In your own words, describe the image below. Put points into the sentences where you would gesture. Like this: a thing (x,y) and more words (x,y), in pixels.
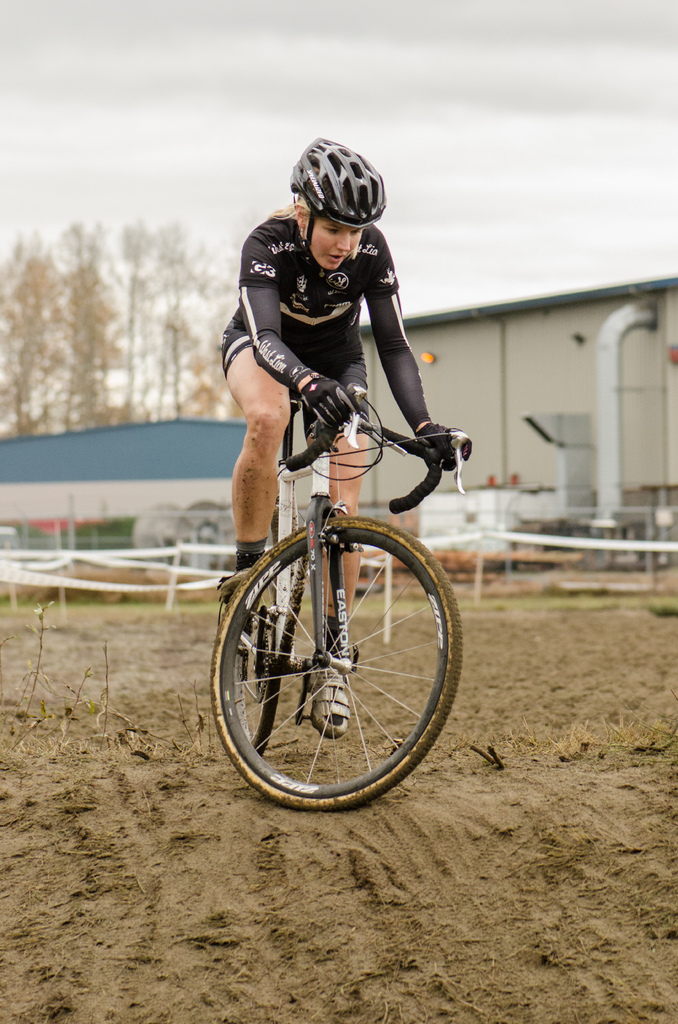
In this image in the center (297,358) there is one woman (300,347) who is sitting on a cycle (321,793) and driving, at the bottom (174,823) there is sand (149,680) and in the background (415,465) there are some houses (595,464) and a fence (535,544) and some trees (82,280). On the top of the image (238,84) there is sky (369,94).
